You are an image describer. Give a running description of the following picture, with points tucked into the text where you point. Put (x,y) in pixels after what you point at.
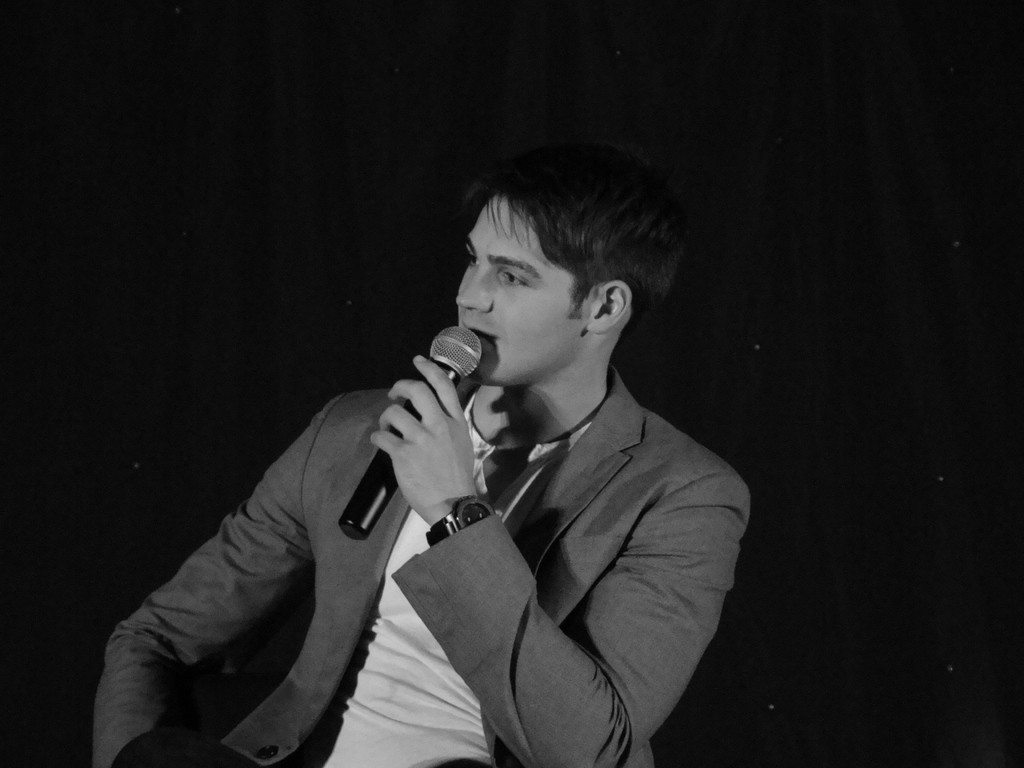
In this image i can see a man (531,478) sitting holding a microphone (466,370), at the back ground (582,111) i can see a screen (441,154).
